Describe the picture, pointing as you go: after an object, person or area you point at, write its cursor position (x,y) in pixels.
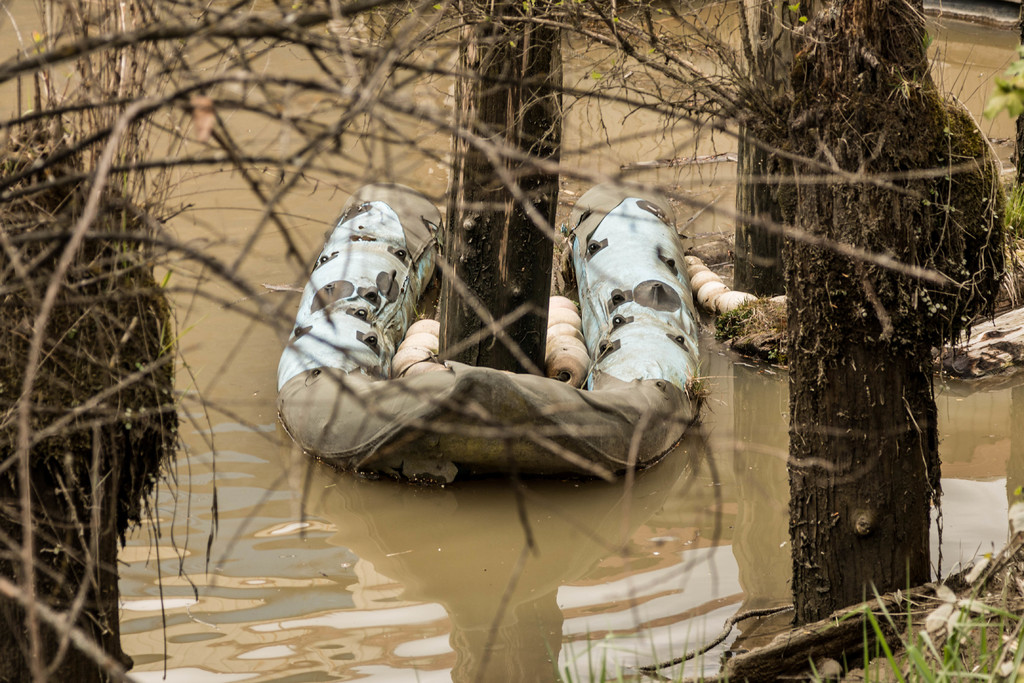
In this picture there are trees (924,274) on the right (886,433) and left side of the image (245,256) and there is water (556,481) around the area of the image.
